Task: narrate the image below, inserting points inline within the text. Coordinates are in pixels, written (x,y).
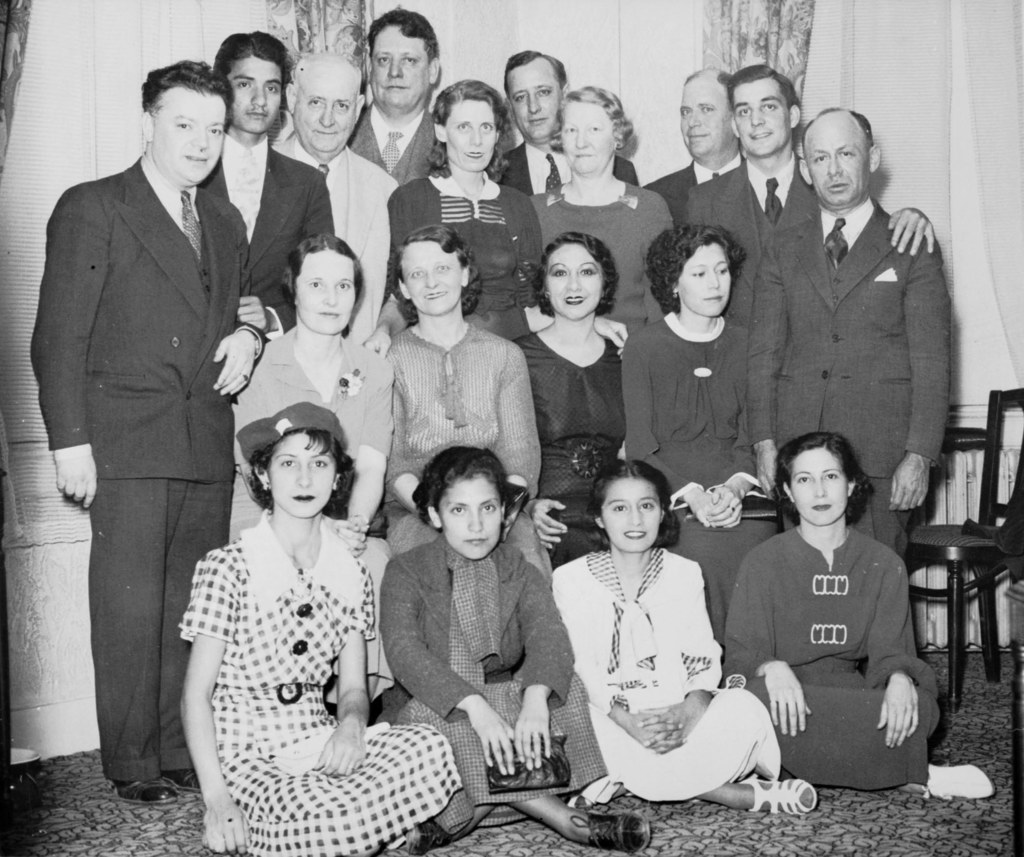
In the picture I can see a few persons (754,119) standing on the floor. I can see four women (585,268) and looks like they are sitting on the chairs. There are four women (830,519) sitting on the floor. There is a chair (974,447) on the floor (1009,738) on the right side (994,462). I can see men (212,153) wearing the suit (750,195) and tie (395,165). I can see the curtains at the top of the picture (868,47).
